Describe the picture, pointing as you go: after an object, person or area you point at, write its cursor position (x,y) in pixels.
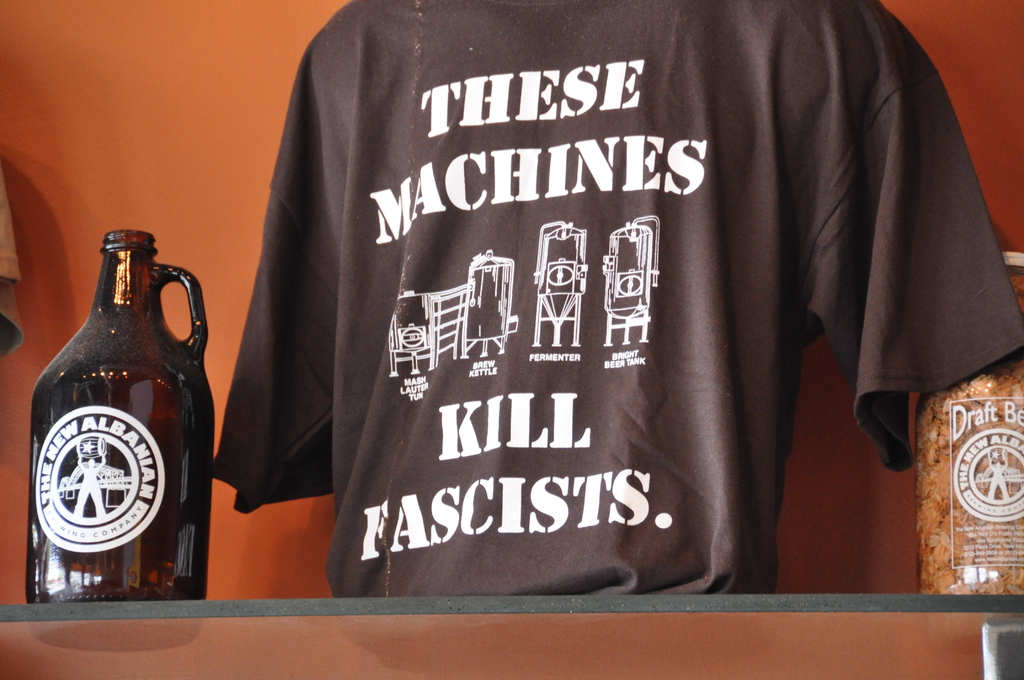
In the image there is a glass jar (139,488) on a glass shelf (103,604) and a t-shirt (548,384) beside it.
